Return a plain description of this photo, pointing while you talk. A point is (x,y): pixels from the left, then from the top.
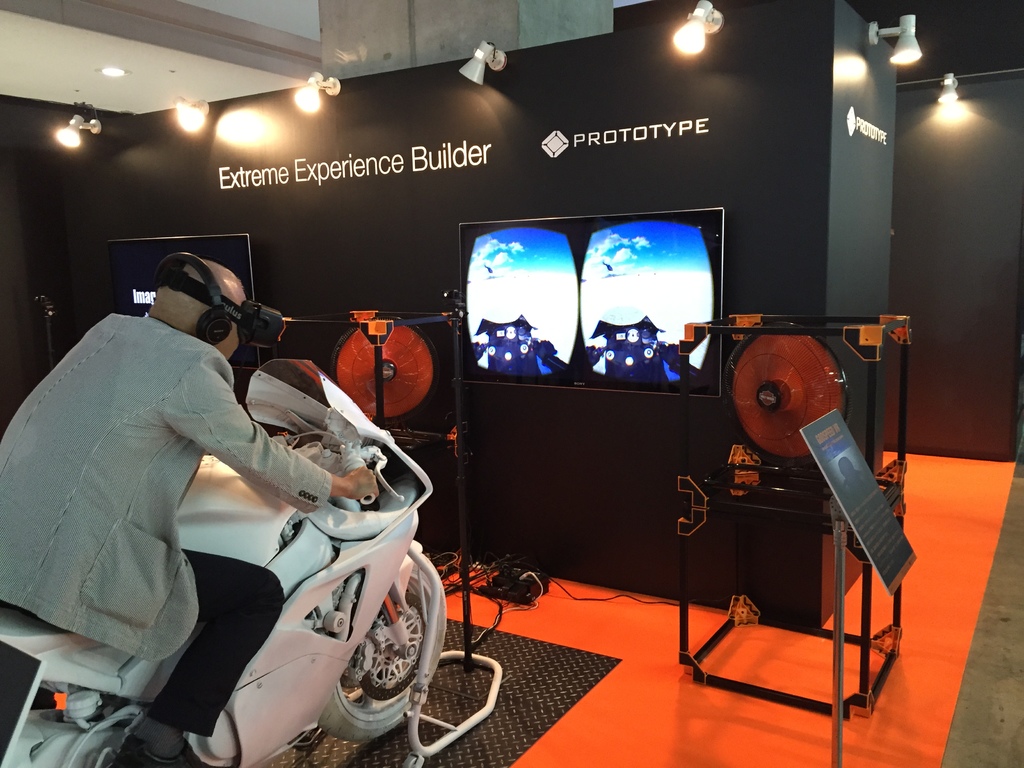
In this image there is a man (162,463) sitting on the bike (271,672) and playing the video game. He is wearing the 3d glasses (237,310) and headphones (178,258). In front of him there is a screen (575,308). At the top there are lights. On the right side (853,485) there is a stand (837,527) to which there is a board (858,531). At the bottom (651,727) there is a carpet (656,727).
